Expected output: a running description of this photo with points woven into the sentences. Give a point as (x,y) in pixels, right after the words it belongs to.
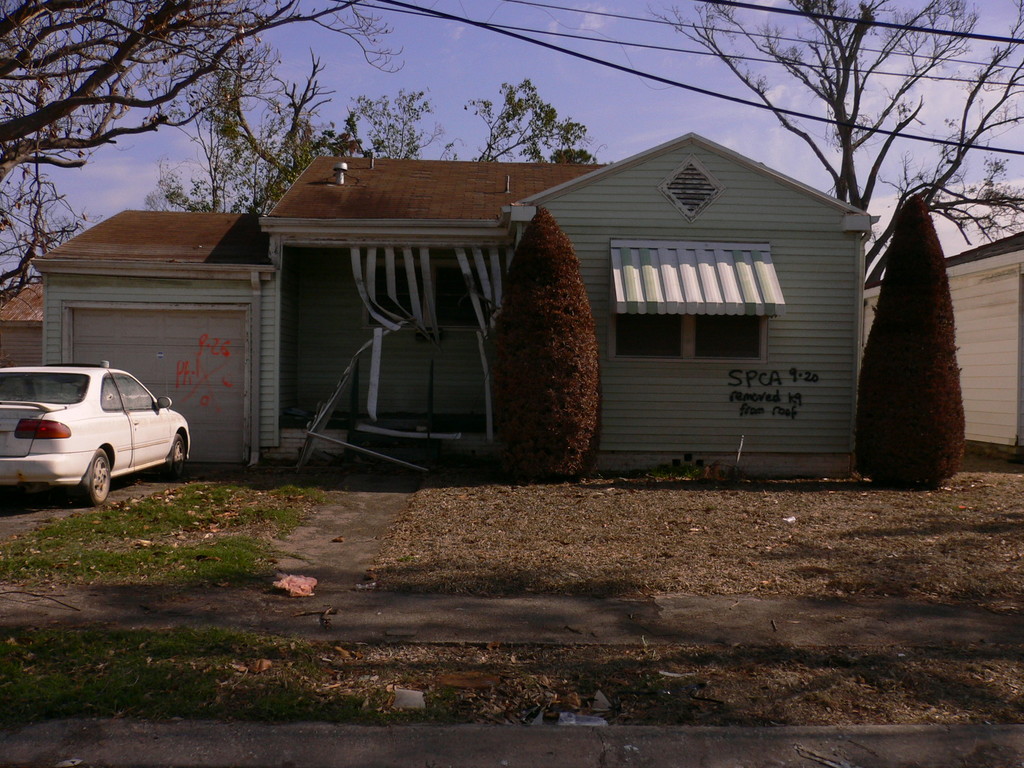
In the picture I can see a house (540,177) in the middle of the image (434,460). I can see a car (34,380) on the left side (22,396). There are trees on the left side (307,165) and the right side (952,141) as well. I can see the electric wires (731,6) at the top of the image (939,78). There are clouds (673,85) in the sky (652,105).
